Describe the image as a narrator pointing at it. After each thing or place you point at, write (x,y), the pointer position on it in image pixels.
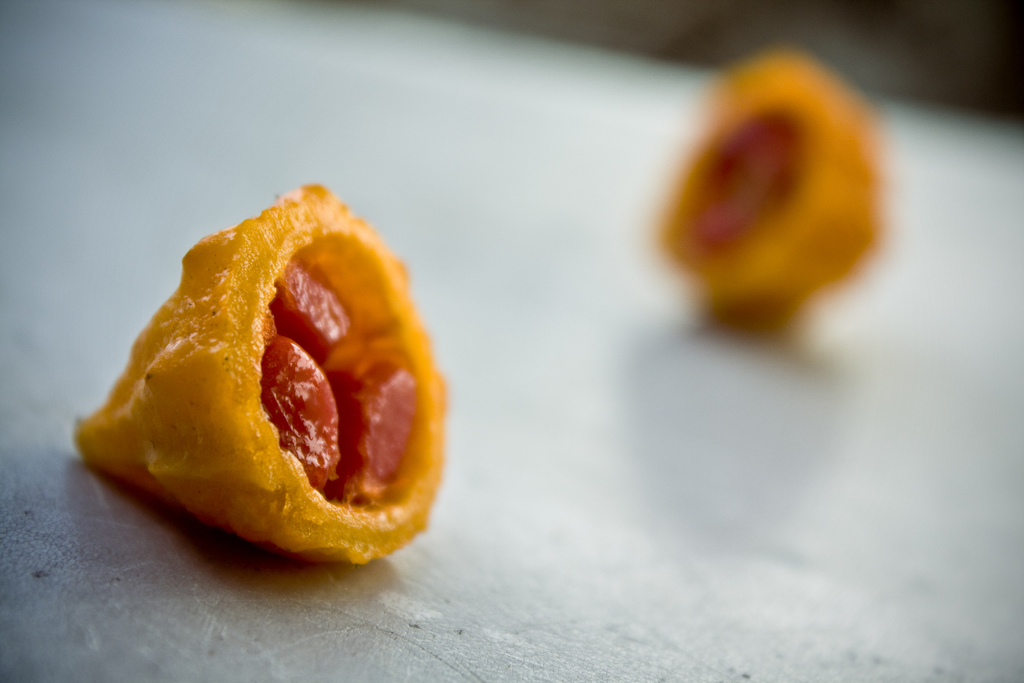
These are the food items (121,412) in yellow color.
